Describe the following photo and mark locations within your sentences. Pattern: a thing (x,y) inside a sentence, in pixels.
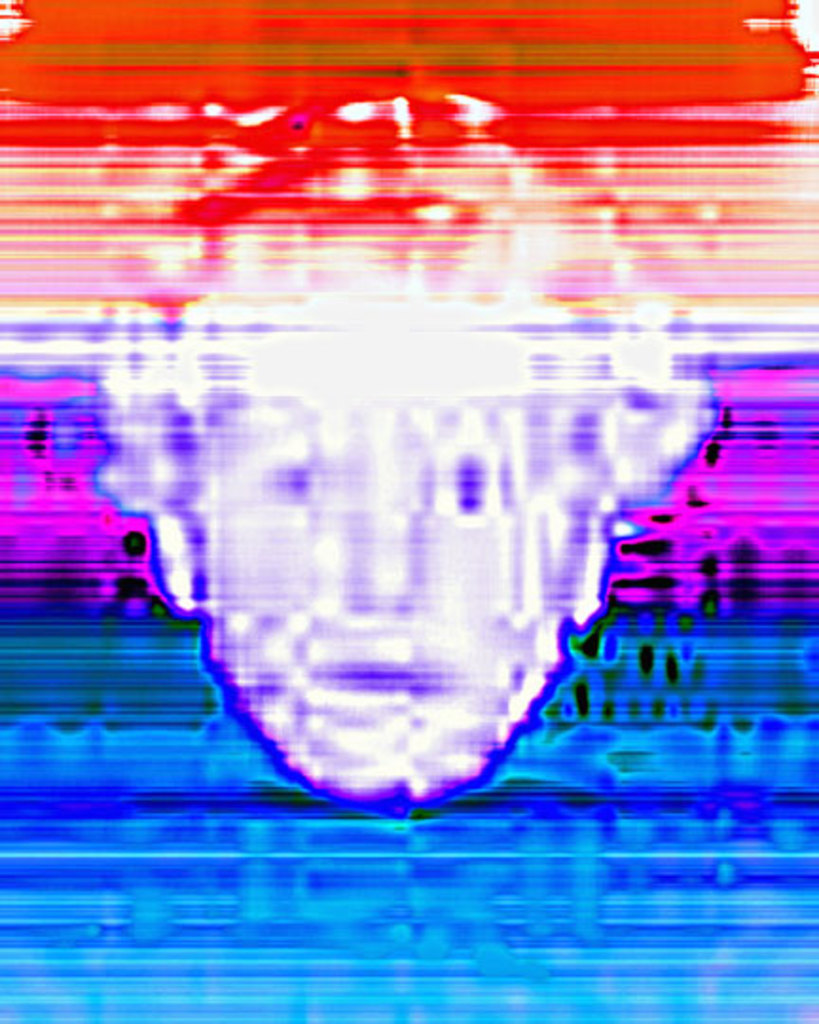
This is the graphic image of a person's face (510,586).
